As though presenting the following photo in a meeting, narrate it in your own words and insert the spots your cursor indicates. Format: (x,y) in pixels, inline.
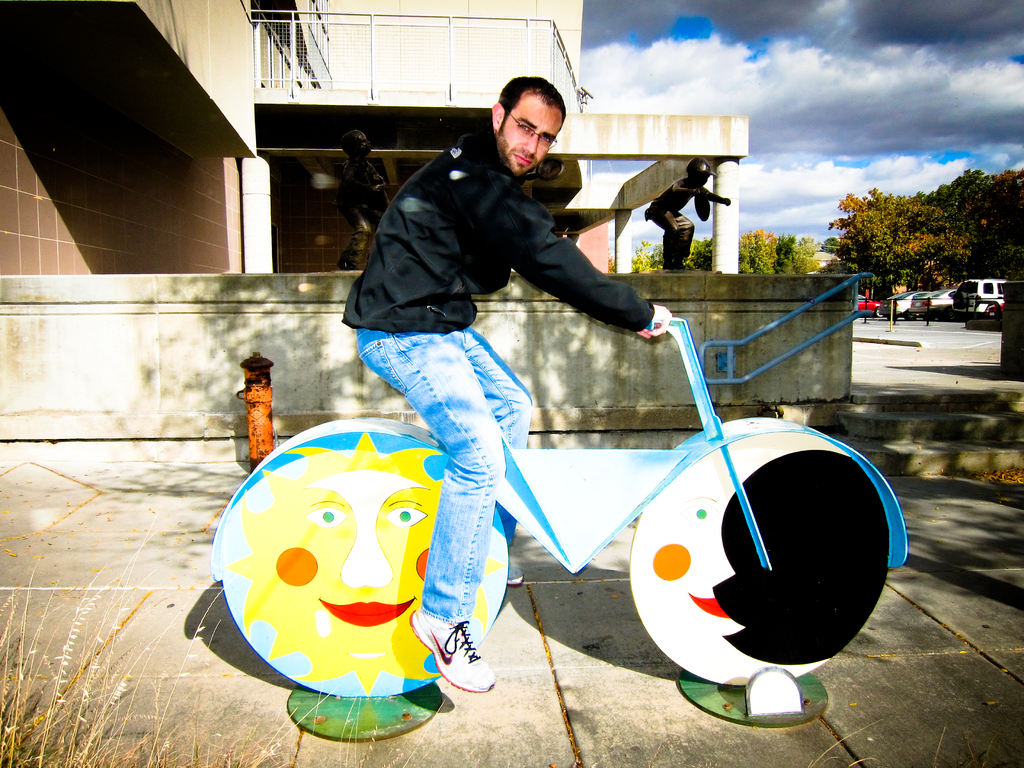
In this image I can see the person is sitting on the toy vehicle (576,555). Back I can see the fire hydrant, trees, building (274,193), fencing (380,51), vehicles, poles (720,238) and few statues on the wall (367,407). The sky (839,144) is in white and blue color.
